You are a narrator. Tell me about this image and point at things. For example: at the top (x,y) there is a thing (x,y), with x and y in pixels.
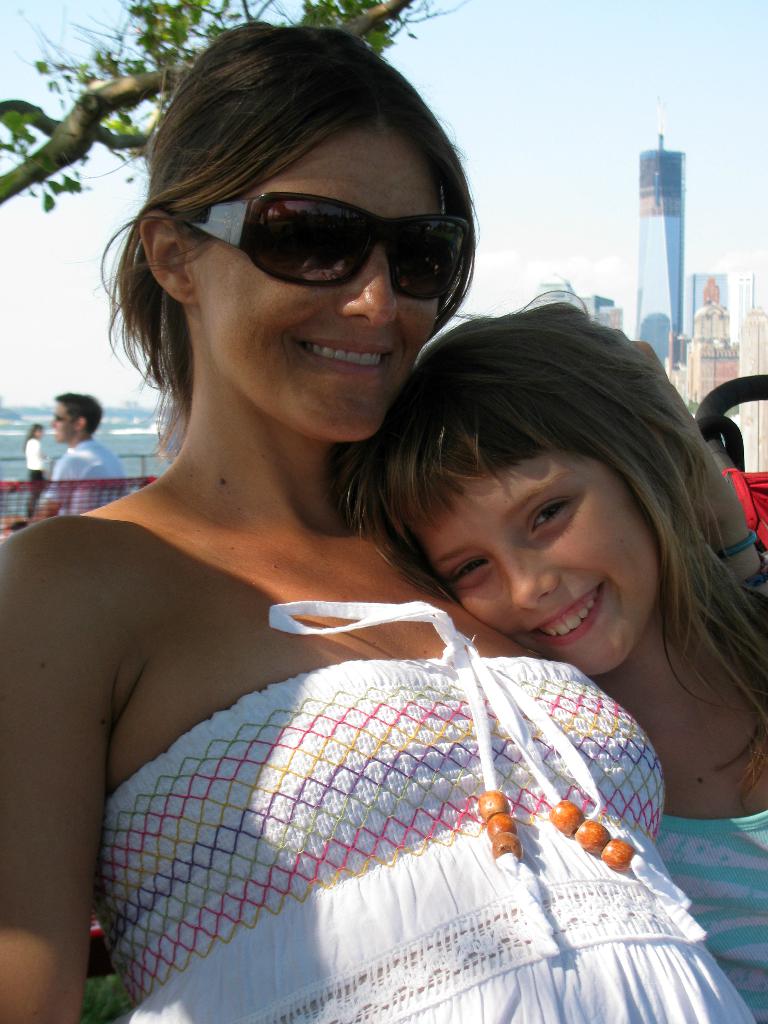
Here there is woman (490,668) and a child (667,714), these are buildings (665,300), this is tree (89,150).
